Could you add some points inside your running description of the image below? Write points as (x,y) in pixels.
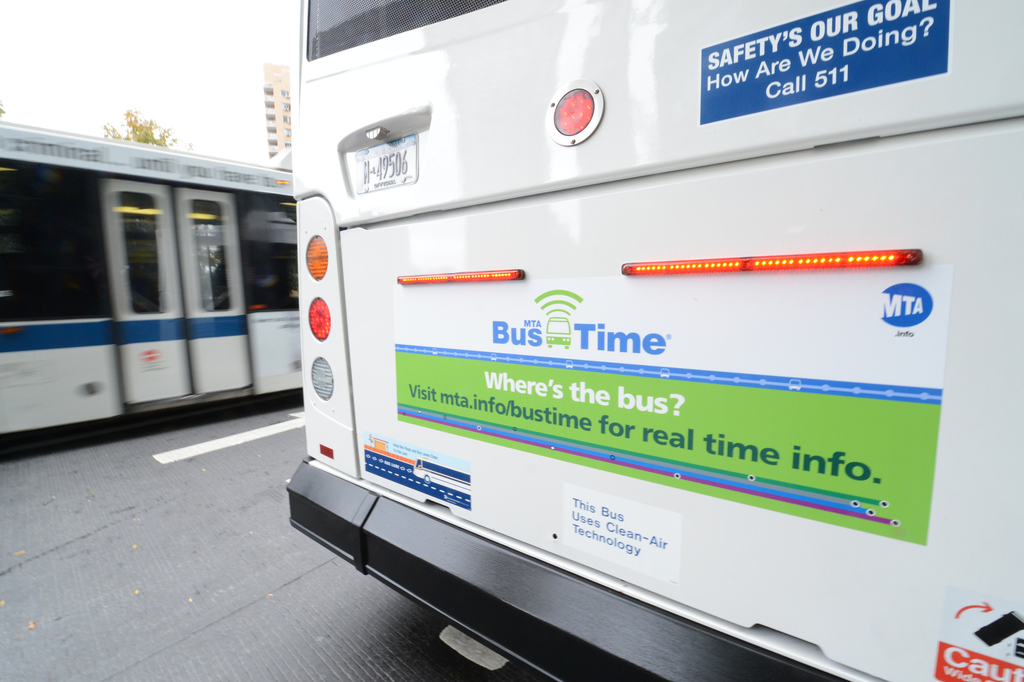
Here we can see a vehicle (449,583) on the road (322,569) and there is a bus (165,301). In the background (207,143) we can see a building (286,147), tree (130,124), and sky (196,102).
